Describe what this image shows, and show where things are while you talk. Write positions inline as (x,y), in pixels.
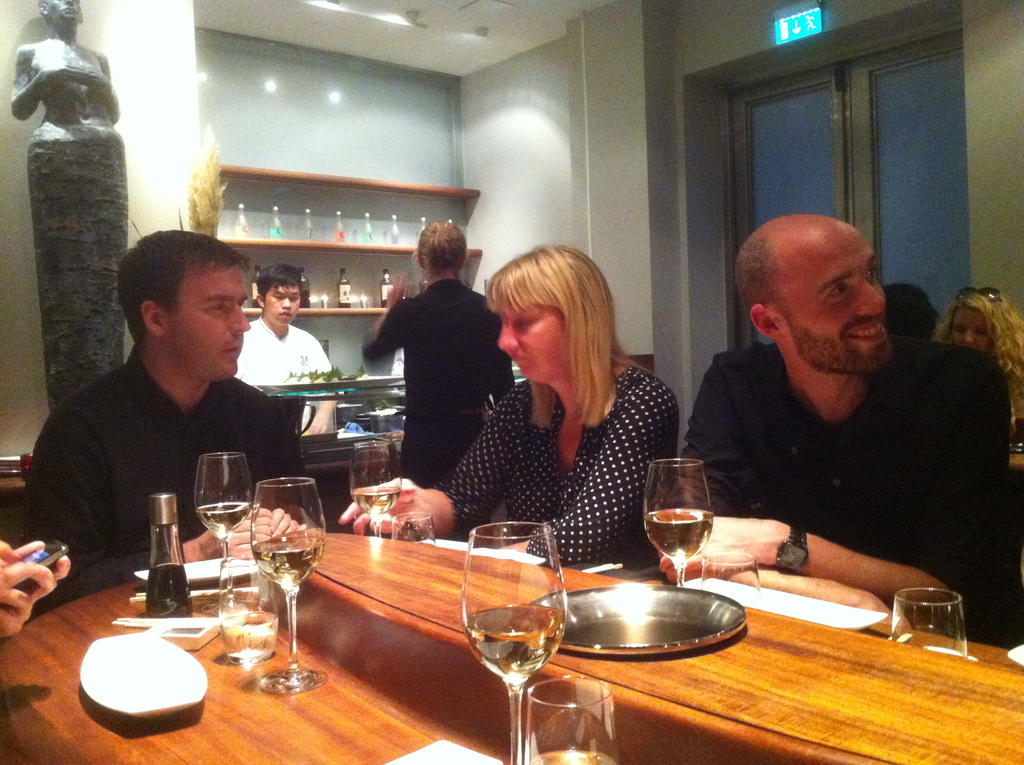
In the image we can see three persons (609,532) were sitting around the table (405,610). On table (387,688) there is a plate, tissue paper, bottle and wine glasses (553,613). In the background (534,202) there is a wall (134,176), shelf (302,178), statue (97,170), window (906,167), sign board (792,19), wine bottles (394,230) and few persons (414,355) were standing and sitting.
